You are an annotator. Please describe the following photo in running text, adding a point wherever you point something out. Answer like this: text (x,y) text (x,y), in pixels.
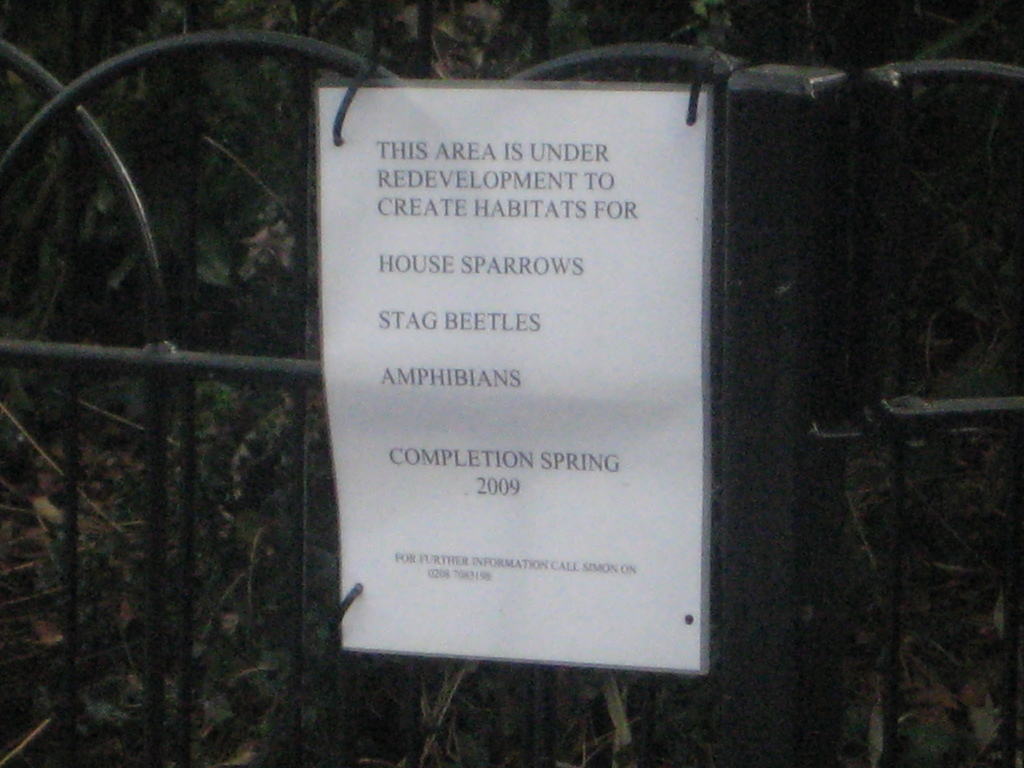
In this picture we can see few metal rods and a paper (518,381), we can find some text (454,460) in the paper (537,284), in the background (289,423) we can see few plants (55,239).
